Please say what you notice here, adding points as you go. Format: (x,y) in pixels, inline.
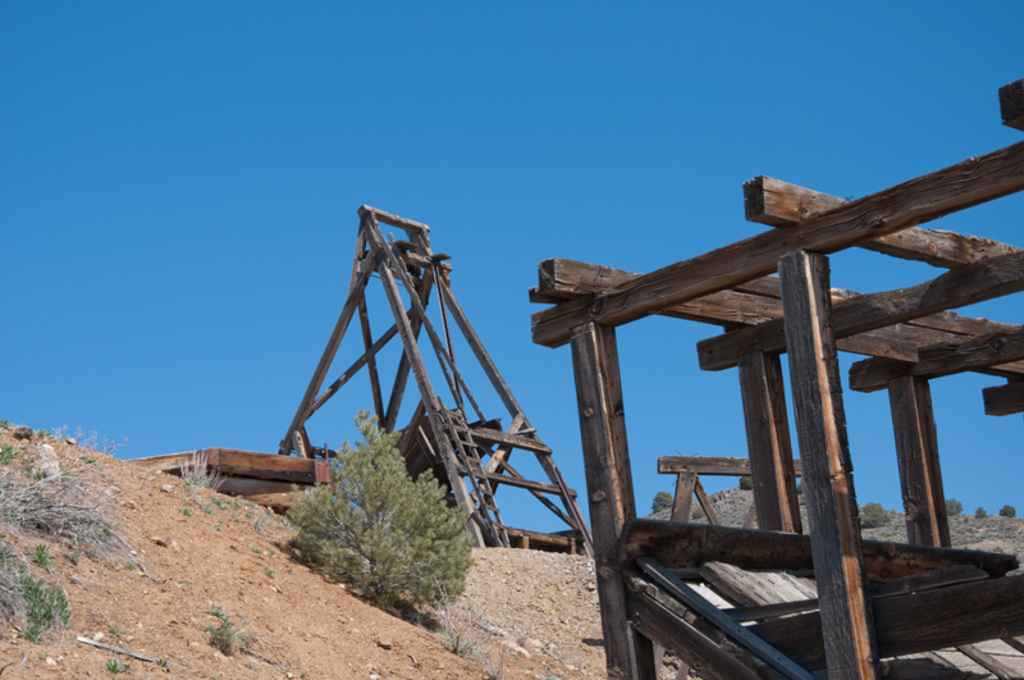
In the foreground of this picture (820,401), there is a structure (889,590) of wood (842,644). In the background (528,280), there is a plant (363,532), sand (207,546), tower (376,364) and the sky (466,115).
